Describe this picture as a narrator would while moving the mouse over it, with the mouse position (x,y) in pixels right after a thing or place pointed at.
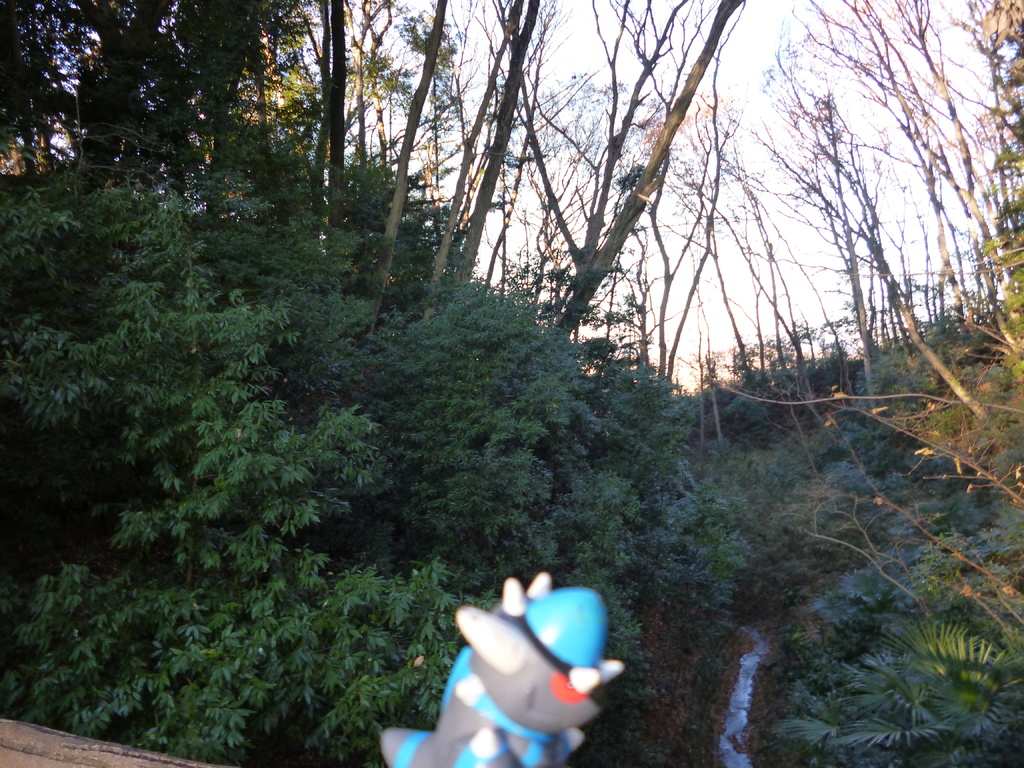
This image is taken outdoors. In the background (289,405) there are many trees (336,243) and plants (620,740). At the top of the image (754,120) there is a sky (780,108). At the bottom of the image (549,667) there is a toy (509,695).
